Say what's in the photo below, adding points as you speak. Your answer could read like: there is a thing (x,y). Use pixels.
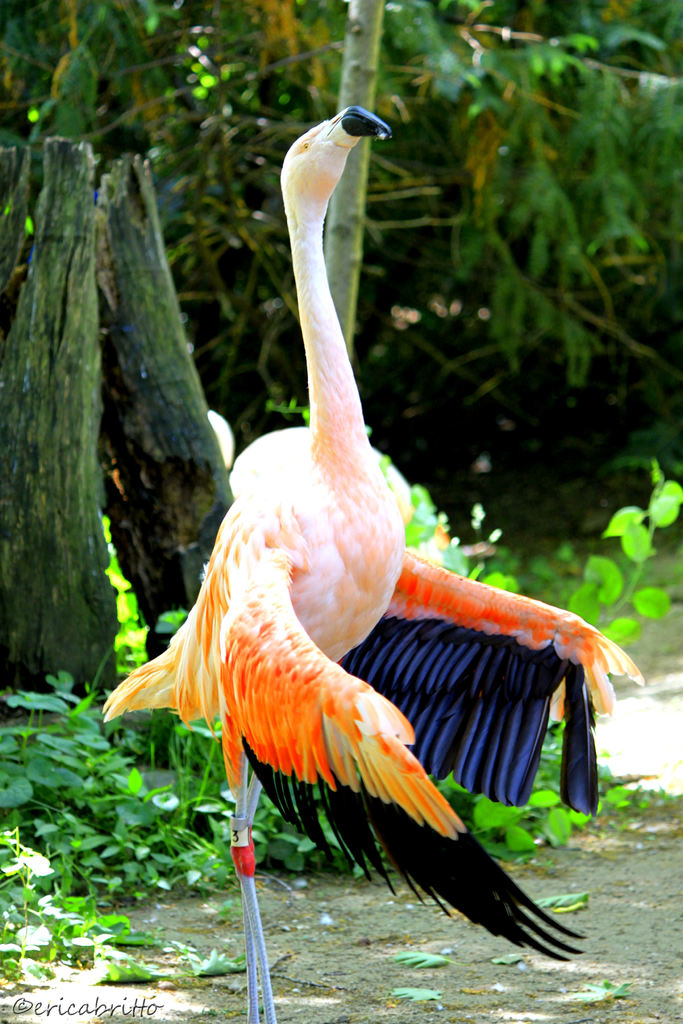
At the bottom of this image (250,1002), there is a bird (290,798). In the background (575,8), there are trees (393,128) and plants (75,713).
